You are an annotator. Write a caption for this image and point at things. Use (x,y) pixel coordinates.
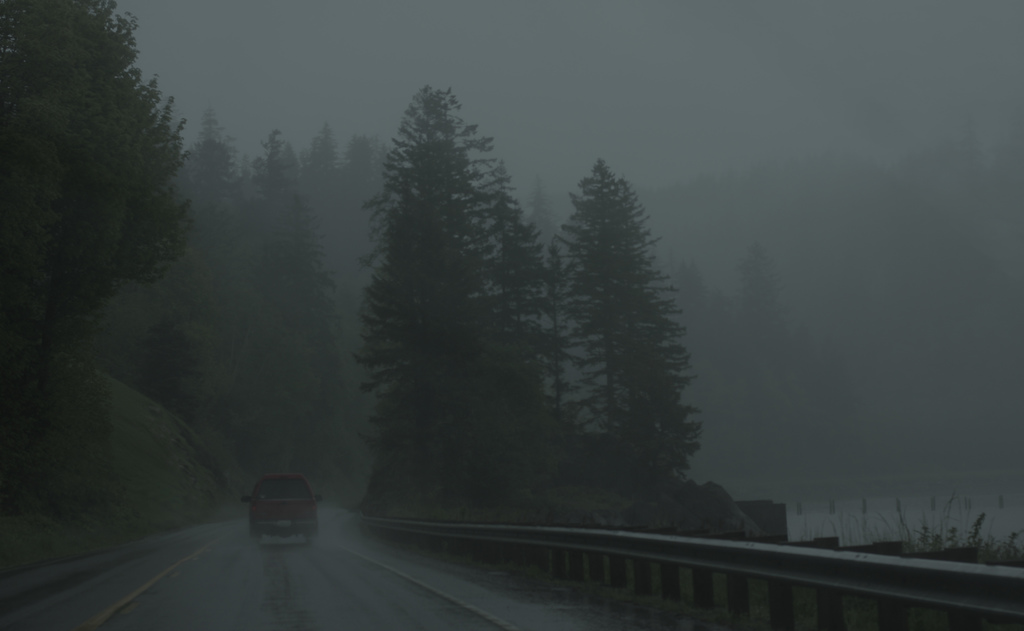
There are trees (664,292), there is car (276,514) on the road (333,557), this is sky (596,88).
